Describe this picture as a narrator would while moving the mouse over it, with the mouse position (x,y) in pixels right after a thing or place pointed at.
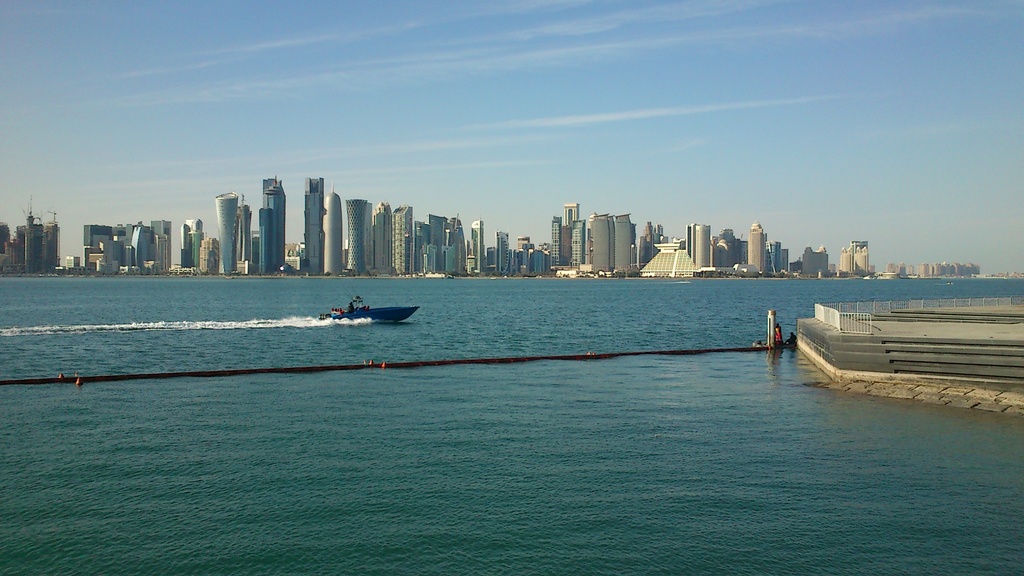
In the picture there is a boat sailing on the water (587,362) and on the right side (869,373) there is a pavement (880,356), in the background (190,224) there are many tall towers (416,237) and buildings (660,265).
